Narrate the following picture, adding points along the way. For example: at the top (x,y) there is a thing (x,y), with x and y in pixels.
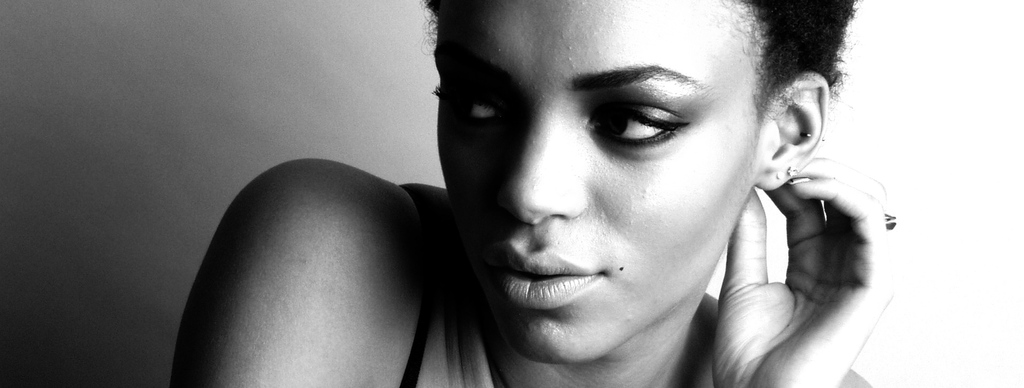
In this picture there is a woman (725,322). In the background of the image (337,71) it is white and grey color.
